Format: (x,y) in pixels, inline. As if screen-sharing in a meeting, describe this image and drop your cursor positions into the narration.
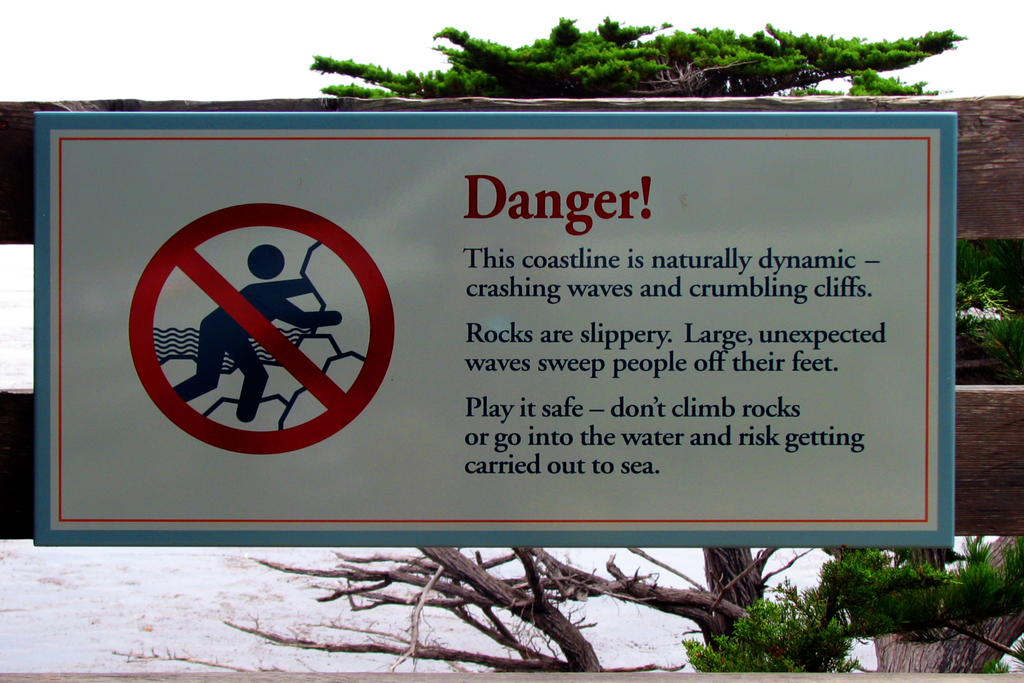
In this image I can see a white color board (523,306) attached to some object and I can see something written on the board (822,399). Background (330,12) I can see trees (696,54) in green color and the sky (290,22) is in white color.
